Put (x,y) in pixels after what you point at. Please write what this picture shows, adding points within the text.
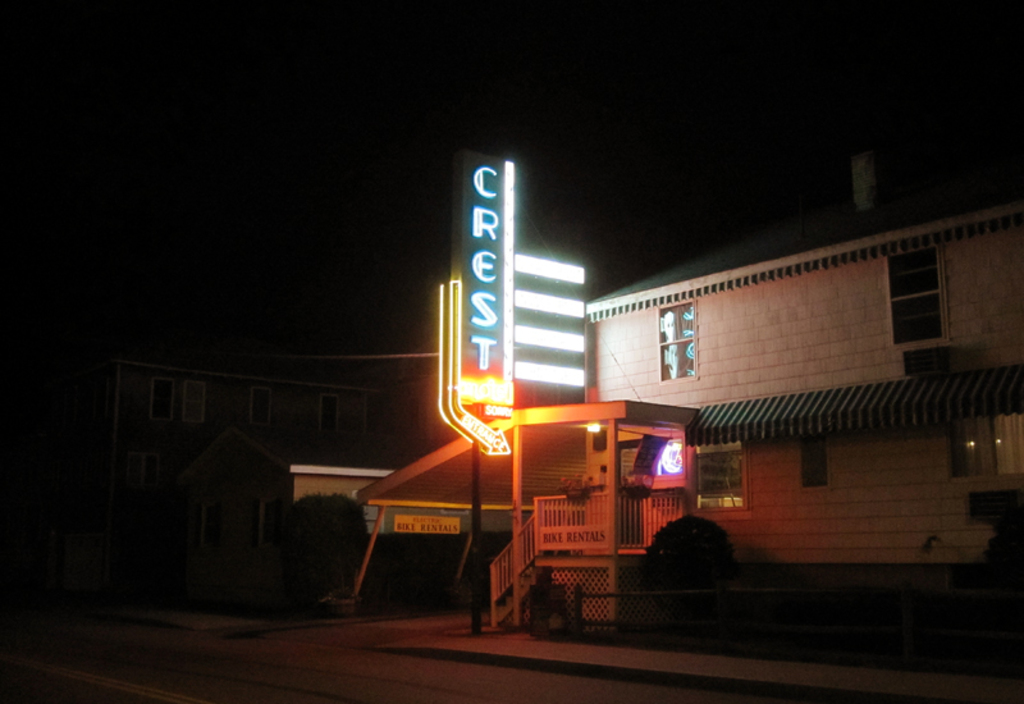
In this image, we can see homes (895,497) and there is a led name board (511,272).
